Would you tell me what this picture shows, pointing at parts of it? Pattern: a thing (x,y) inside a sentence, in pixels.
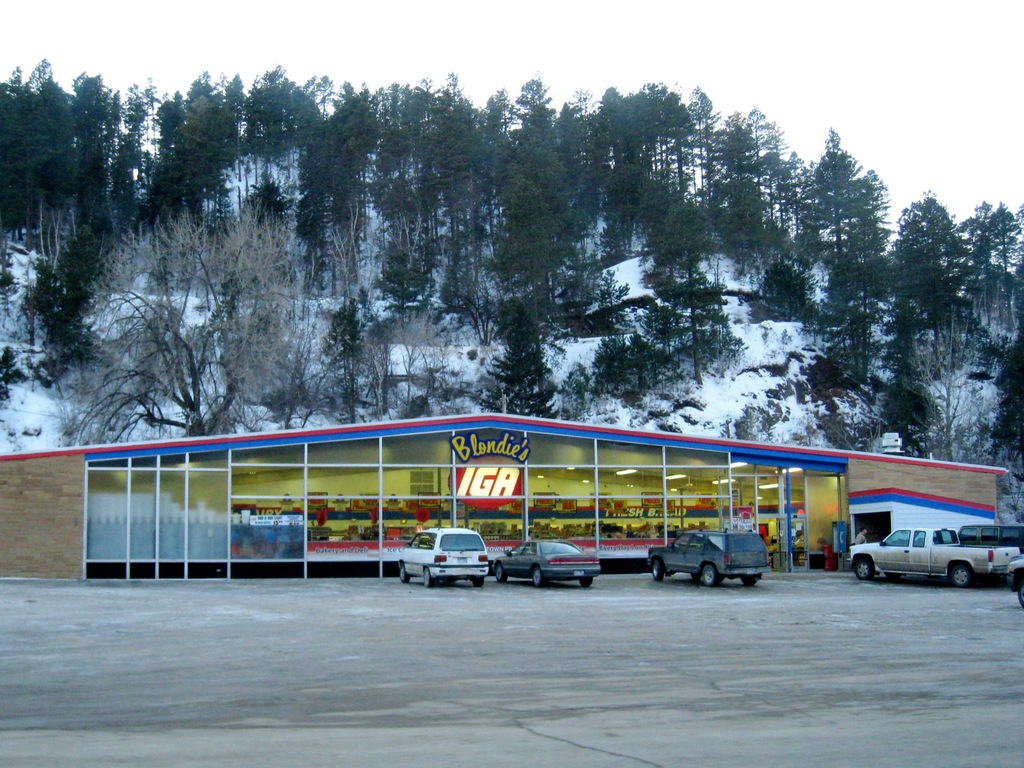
In this image we can see a building (524,497) with text (511,477), and there are few objects (605,527) and lights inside the building (770,479) and there are few vehicles (930,566) parked on the road (811,584) in front of the building (751,501) and there are few trees (606,257), snow (799,338) and the sky (748,99) in the background (659,54).
